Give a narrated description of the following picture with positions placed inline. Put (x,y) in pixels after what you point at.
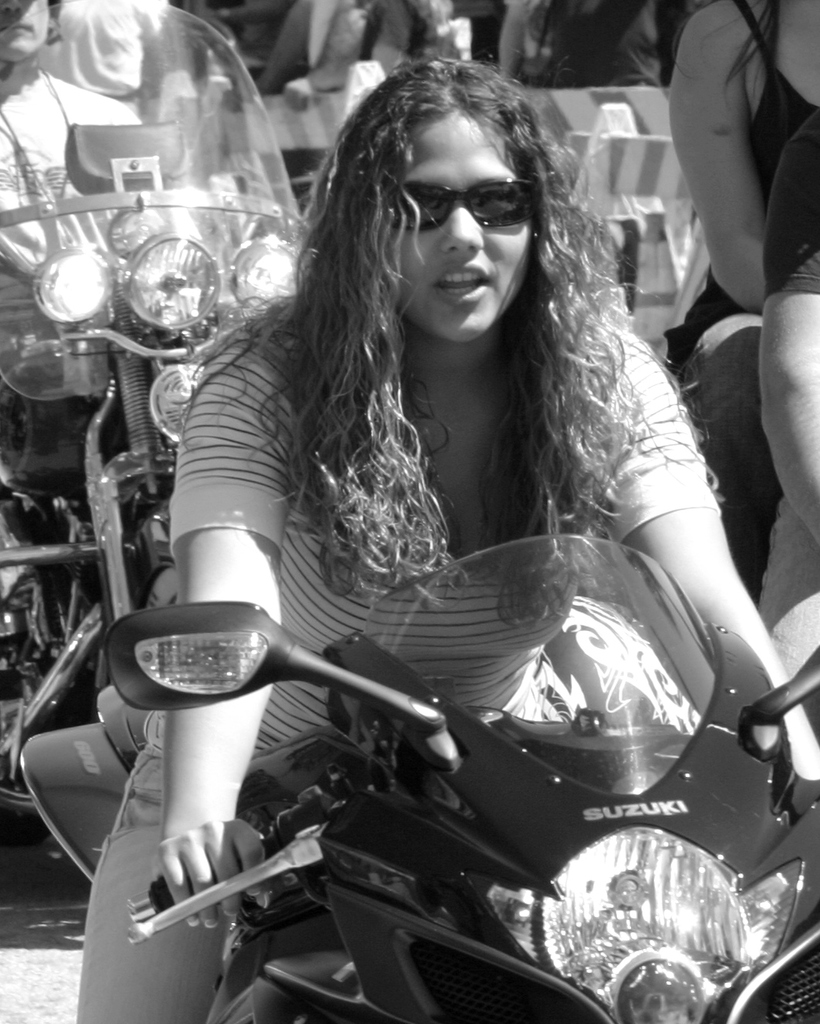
A lady (299,536) is riding a motorcycle (645,733). She is wearing a spectacles (522,205).
